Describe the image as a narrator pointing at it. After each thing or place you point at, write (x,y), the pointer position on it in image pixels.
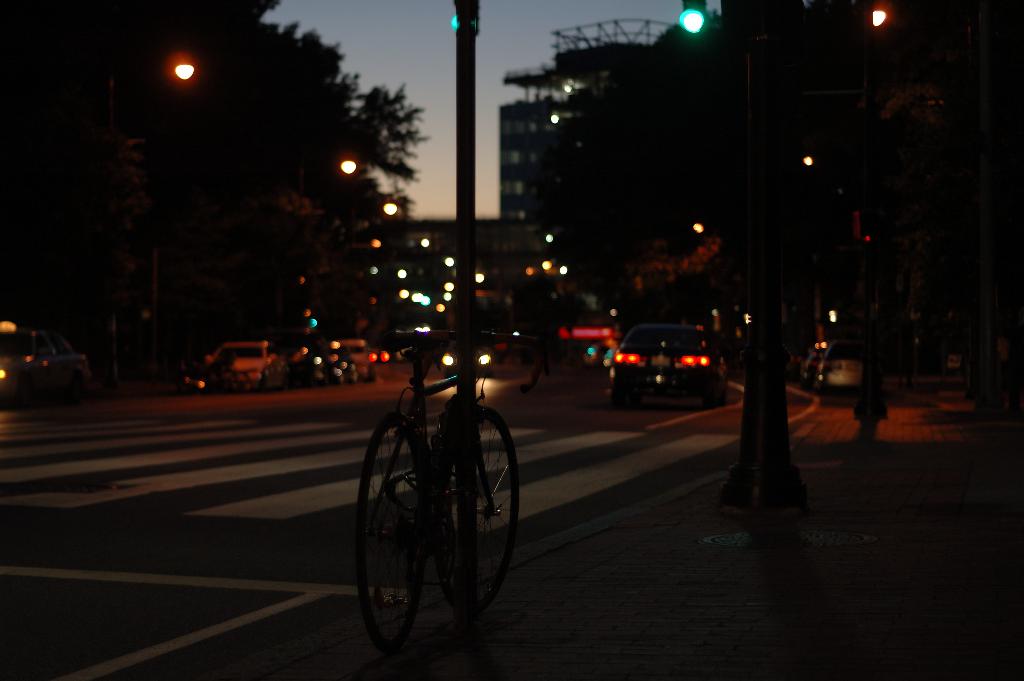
In the center of the image (452,427) we can see one pole (474,447) and one cycle (417,444). And we can see a few vehicles (318,362) on the road (429,397). In the background (417,28), we can see the sky (511,92), trees (670,112), buildings (518,136), poles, lights (421,302) etc.
